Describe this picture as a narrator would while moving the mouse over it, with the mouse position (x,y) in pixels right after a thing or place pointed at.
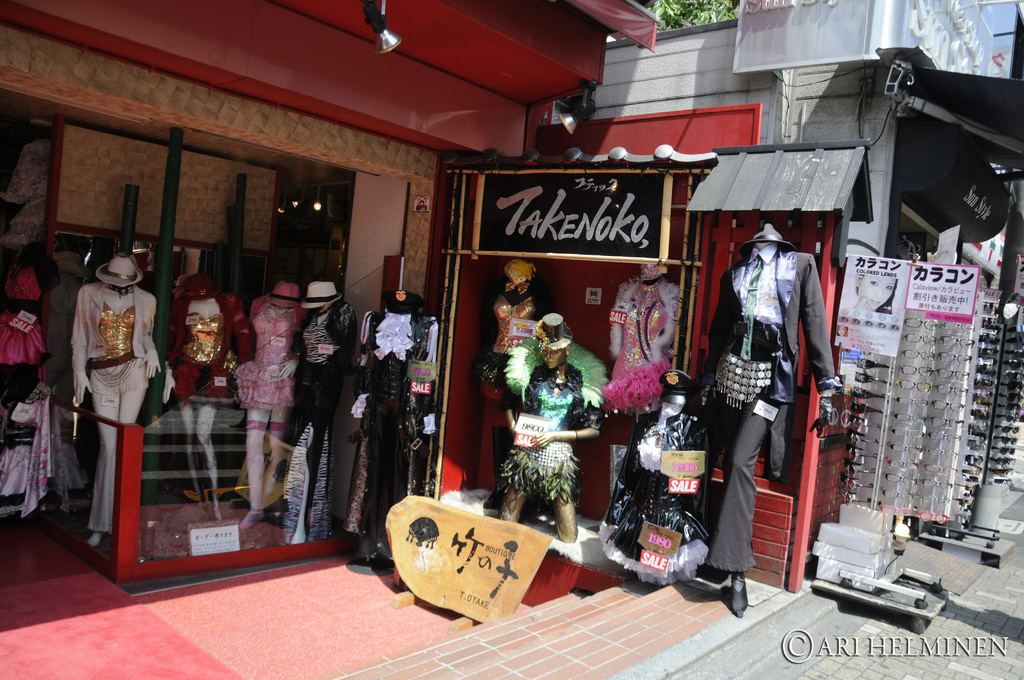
In this image we can see some mannequins (329,390) dressed with clothes (313,405) in front of the building (484,431), there we can see name board (610,247), glass wall (280,468), stand (473,564), two lights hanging from the roof (532,68), some clothes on the shelves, there we can see another shop (919,201) where some goggles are in the stand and trees (695,5).
